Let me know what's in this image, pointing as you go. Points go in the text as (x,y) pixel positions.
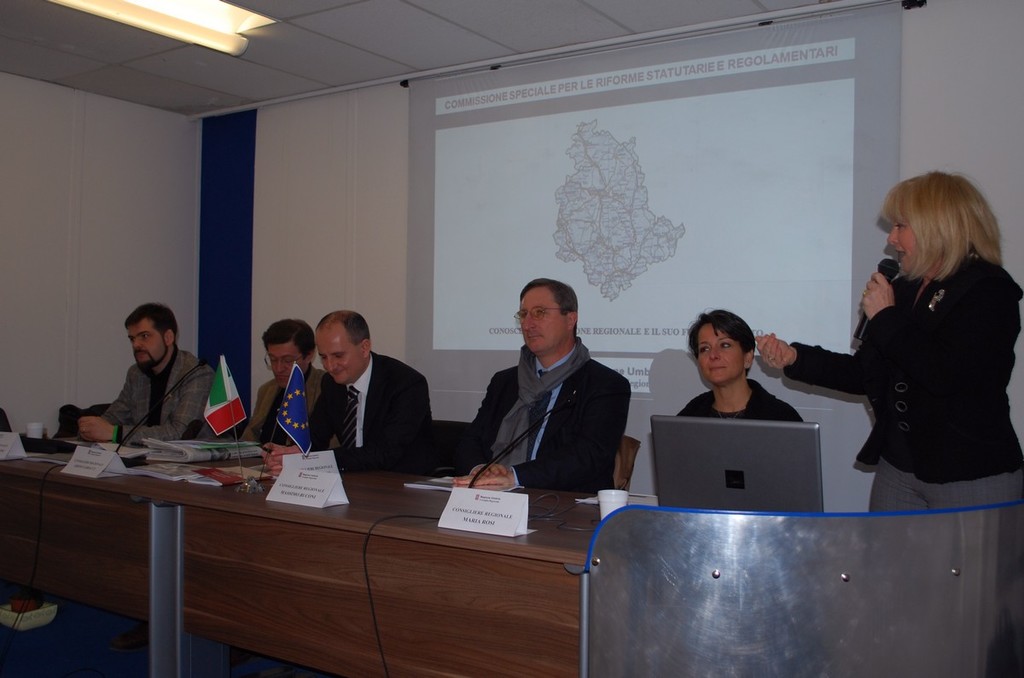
In this picture there are five people (133,316) sitting on chairs (429,436) and woman (899,373) standing and holding a microphone (869,325). We can see laptop (692,452), microphones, name boards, flags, papers (172,438) and objects (37,434) on the table (323,512). In the background of the image (572,191) we can see screen (603,188) and wall (185,174). At the top of the image (229,22) we can see lights (229,37).
